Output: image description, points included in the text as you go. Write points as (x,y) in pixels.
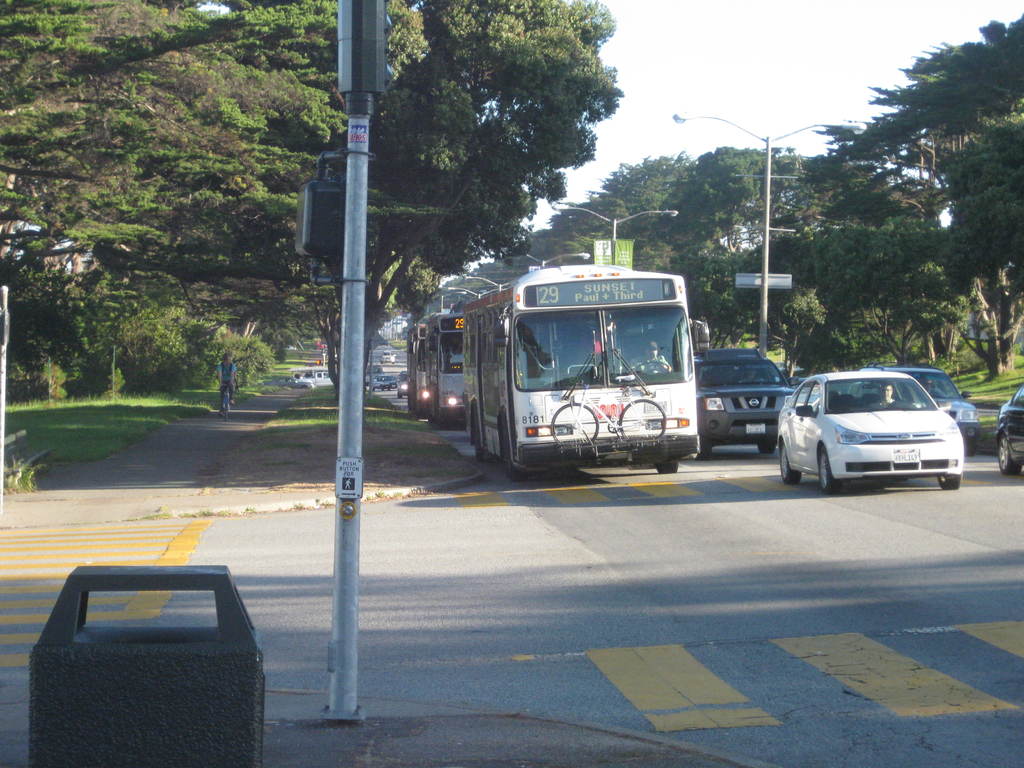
In this image I can see a road (678,486), on the road (678,486) I can see the vehicles (661,459) and I can see a bicycle (595,407) attached to the bus (565,354) on the road (713,534) and I can see the sky (695,80) and tree (170,146) visible in the middle (675,258) and I can see street light pole (785,230) visible in front of the vehicles (782,428) and on the left side (233,397) I can see a person (224,379) riding on bicycle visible on the left side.
